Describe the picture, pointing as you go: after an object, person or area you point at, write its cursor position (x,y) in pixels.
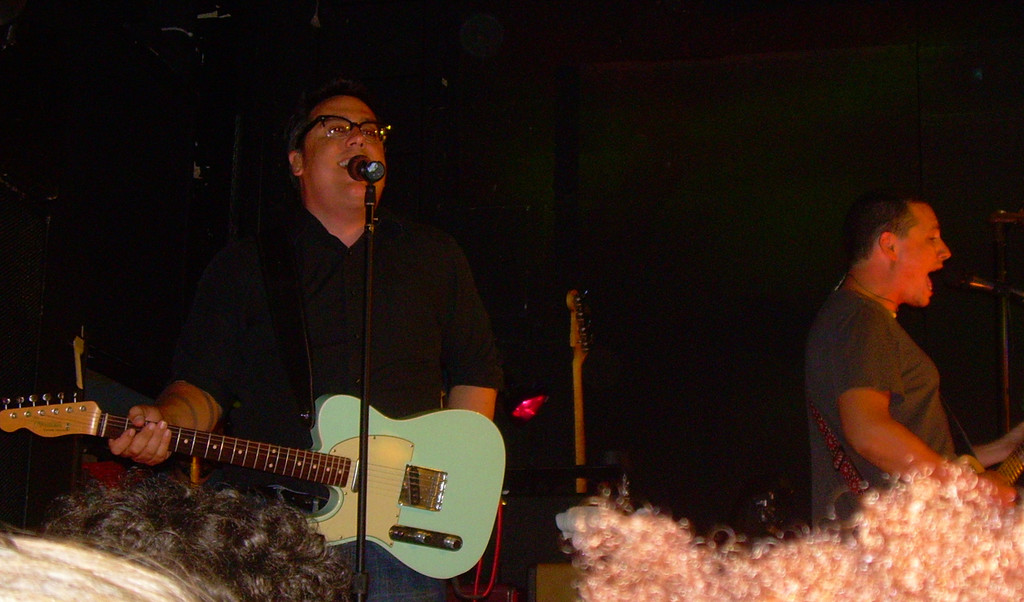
In this image i can see a person (339,370) holding a guitar (330,426) and there is a microphone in front of him. In the background (874,465) i can see another person (885,220) standing and holding a musical instrument (1015,465).
